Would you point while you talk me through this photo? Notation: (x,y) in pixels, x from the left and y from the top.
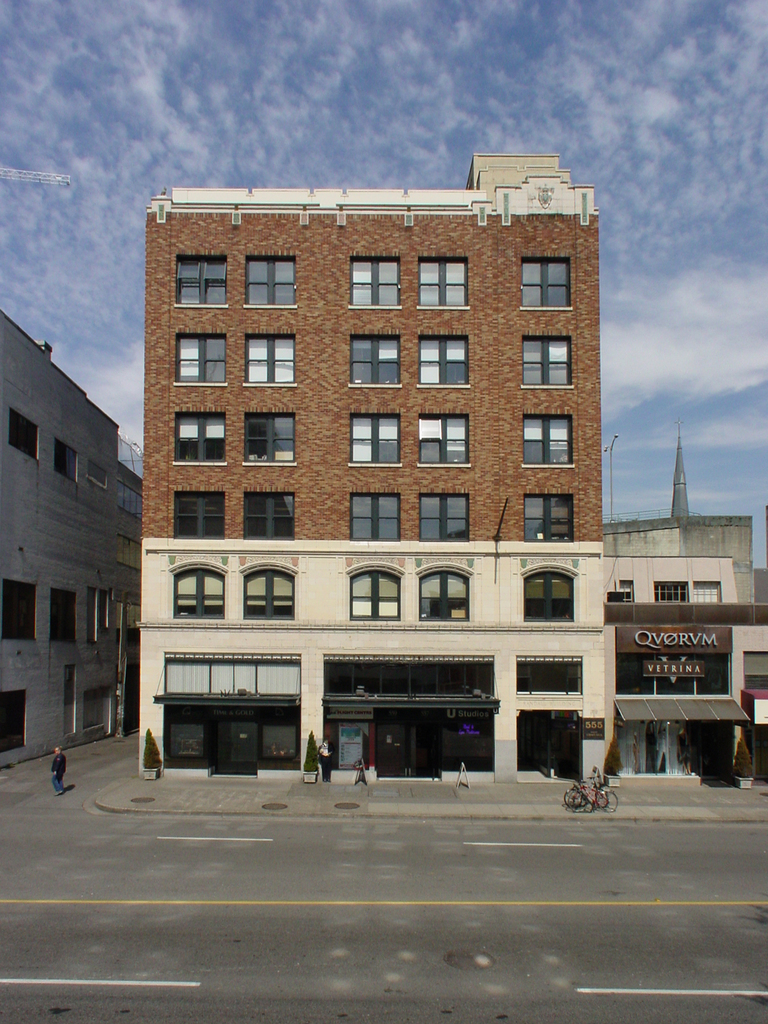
In this image I see the buildings (205,310) and I see the road (38,826) and I can also see the cycles (577,796), few people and few words (666,639) written over here. In the background (77,378) I see the sky (645,253) and I see the bushes (744,770).
